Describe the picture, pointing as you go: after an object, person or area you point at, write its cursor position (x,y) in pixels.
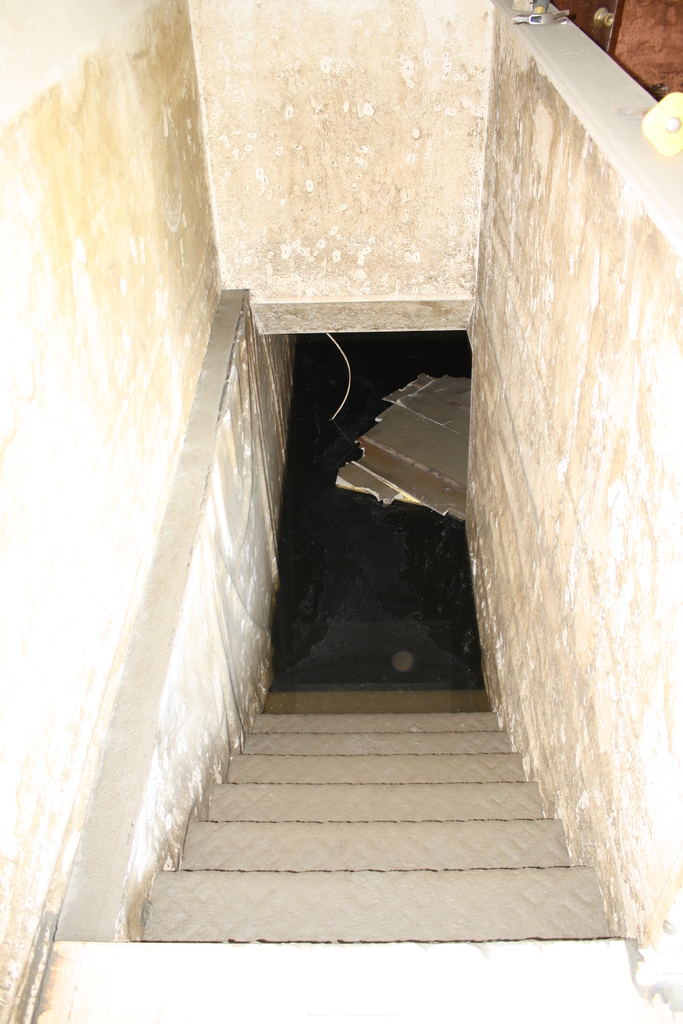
In the foreground of this image (429,999), there are stairs (268,751) and on either side there is wall (650,575). We can also see few wooden plank like objects (410,466).
